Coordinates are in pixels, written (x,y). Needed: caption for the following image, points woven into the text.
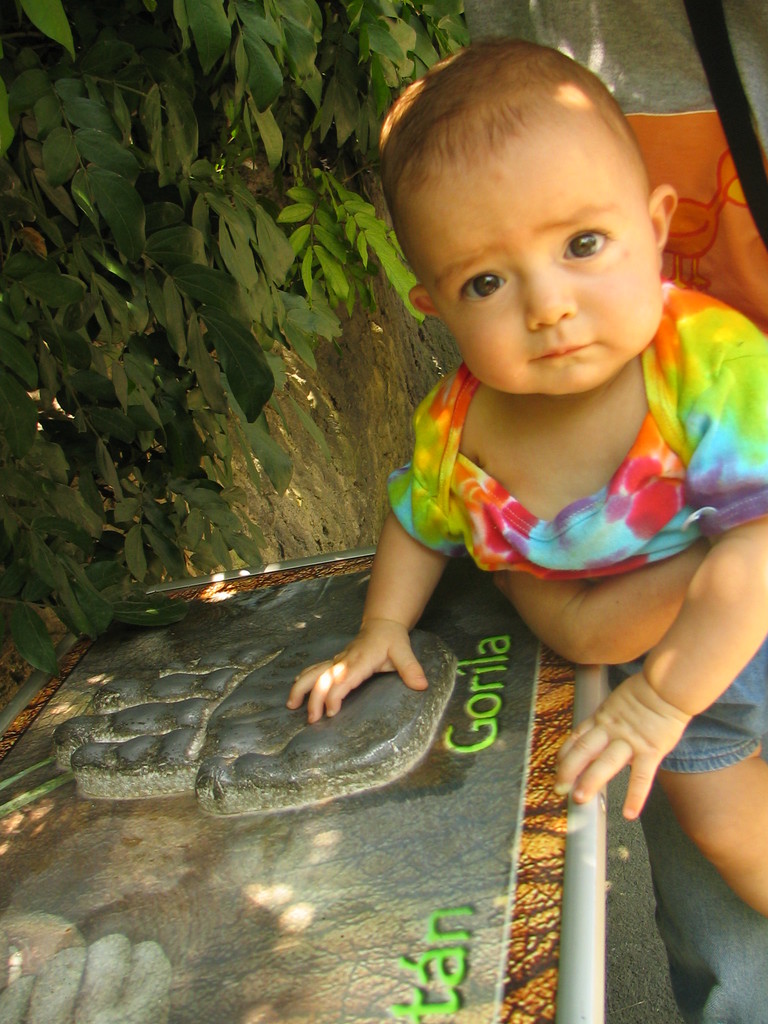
On the right side of the image (763,141) we can see a person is holding a kid (676,436). At the bottom of the image (383,899) we can see board (463,930), floor (622,956). In the background of the image (277,228) we can see tree (328,320), cloth (767,159).
